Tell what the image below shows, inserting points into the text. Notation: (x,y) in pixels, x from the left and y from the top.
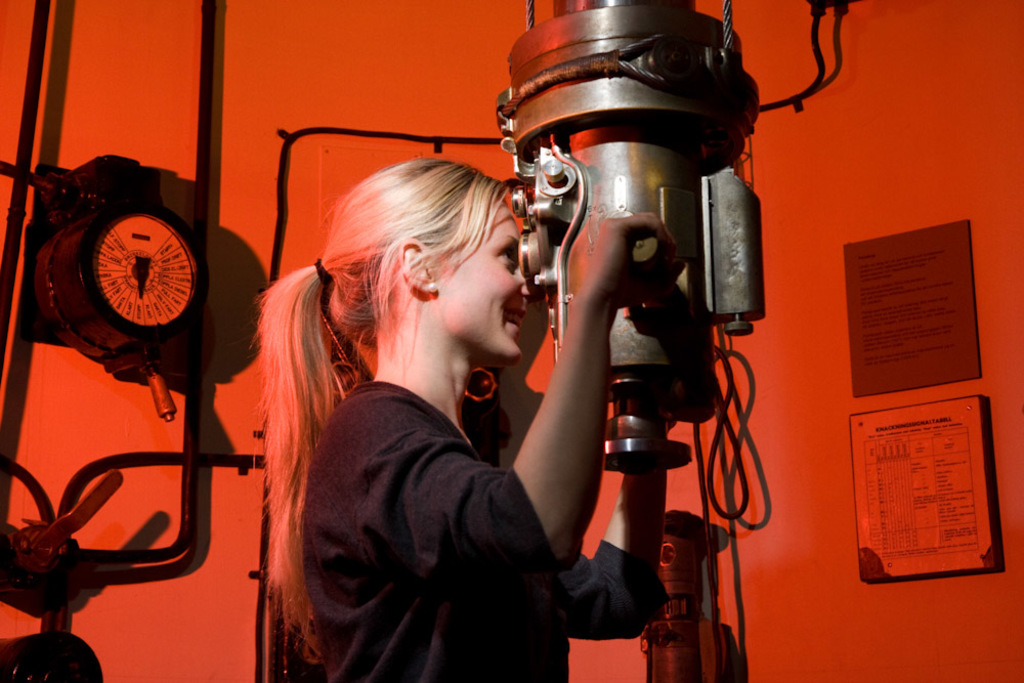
As we can see in the image there is a wall (1016,219), photo frame (924,472), a woman (433,259) wearing black color dress (426,537) and there is an electrical equipment (724,243).
